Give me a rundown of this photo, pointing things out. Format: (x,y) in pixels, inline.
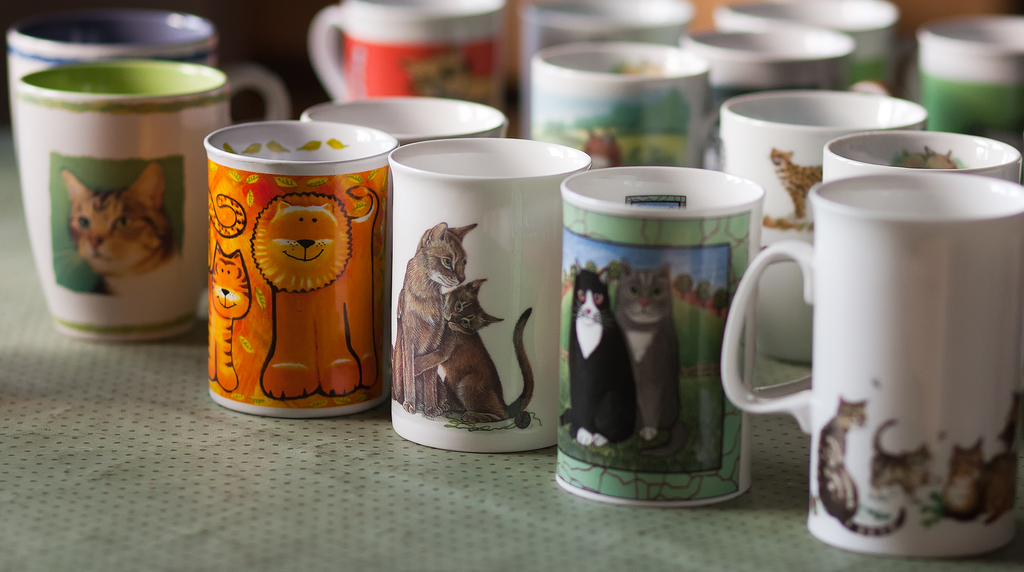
In this image there are a group of cups (361,142) and on the cups (492,211) there is some art (135,198), and at the bottom of the image (322,505) it looks like a table (286,505).
